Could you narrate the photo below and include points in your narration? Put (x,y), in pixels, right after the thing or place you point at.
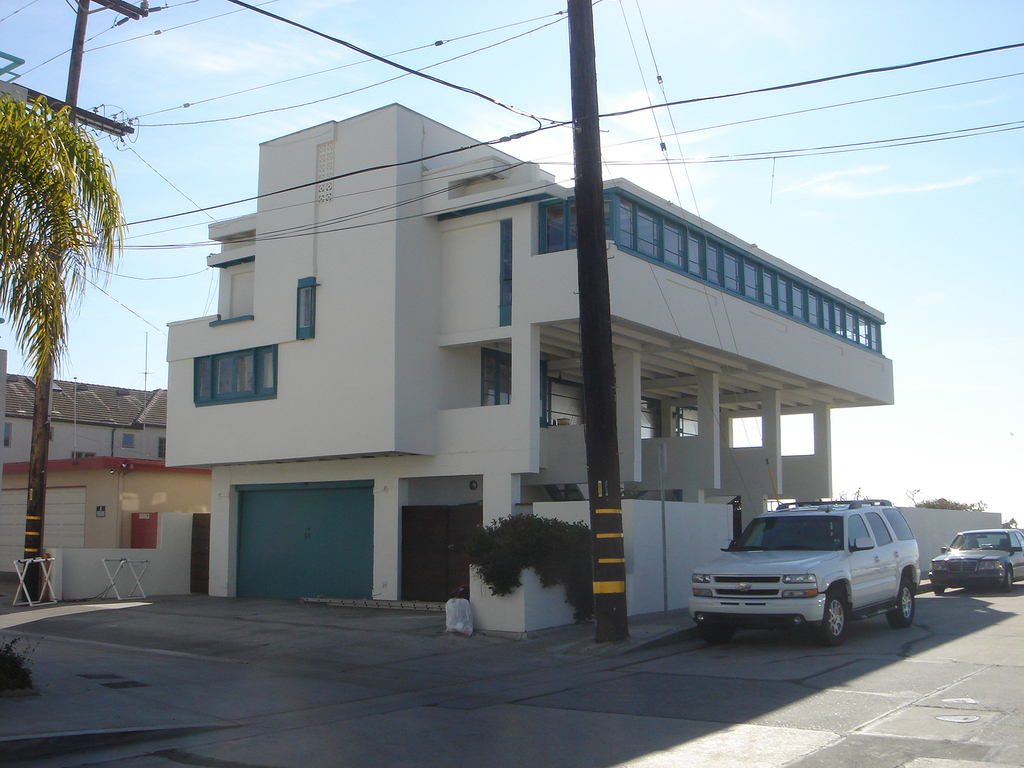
In this image there are a few buildings (663,363) and few vehicles (814,534) are parked, in front of the buildings (371,492) there are trees (27,237) and utility poles (584,325). In the background (931,235) there is the sky (840,208).
